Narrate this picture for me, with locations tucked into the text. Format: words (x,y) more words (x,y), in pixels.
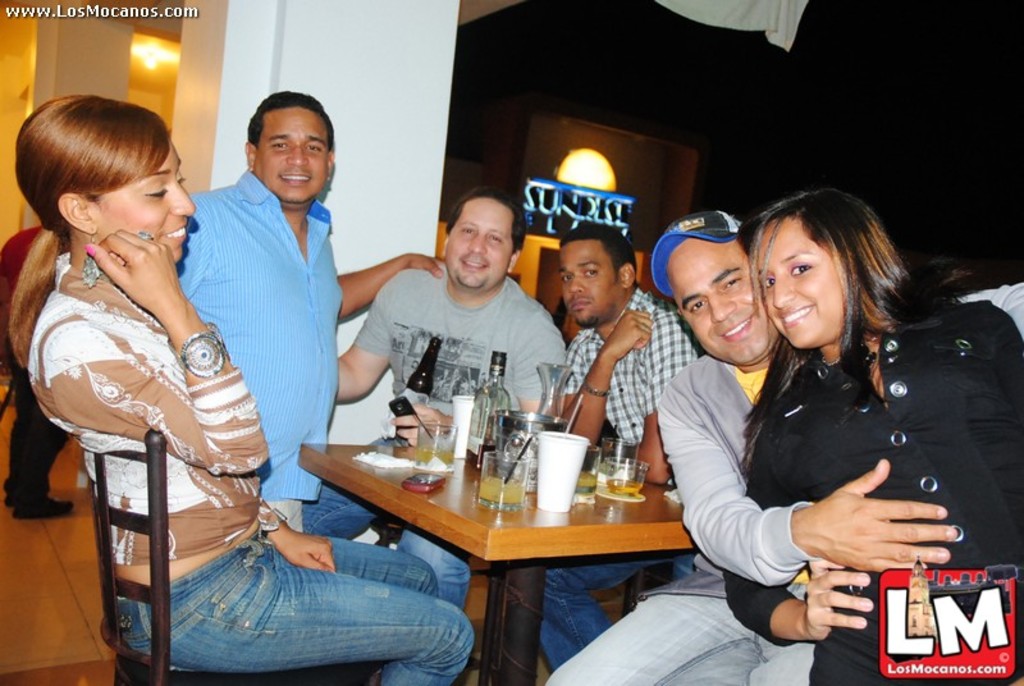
In the image we can see the group of persons (633,356) were sitting around the table (451,511), and they were smiling. On table (454,487) they were some objects (503,467).
